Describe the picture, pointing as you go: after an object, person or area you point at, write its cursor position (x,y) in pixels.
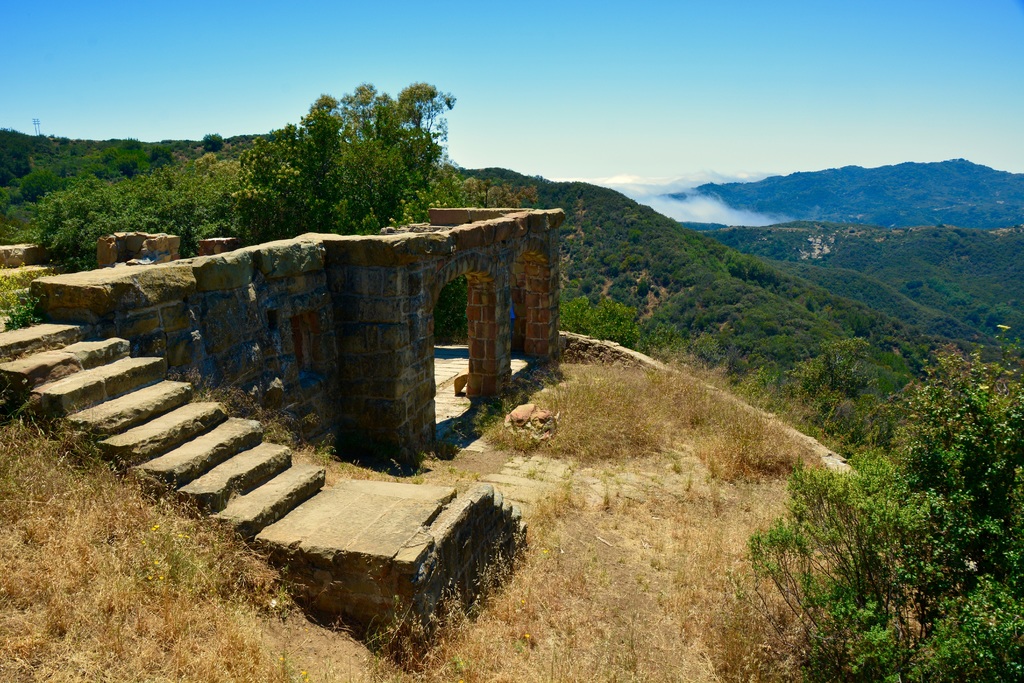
In this image, we can see the wall (427,236) and some stairs (167,451). We can see some plants (835,423), trees (835,342), hills (643,229) and the sky (633,128). We can see the ground (620,434) and some grass (86,483).
